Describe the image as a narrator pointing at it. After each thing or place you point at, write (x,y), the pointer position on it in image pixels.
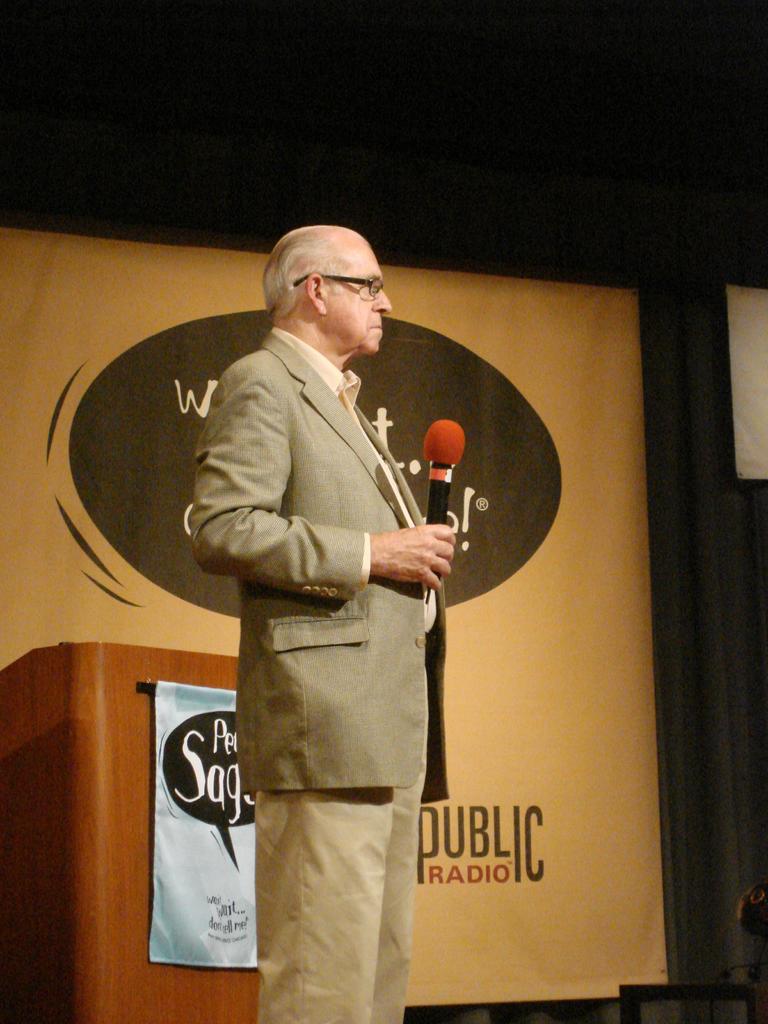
In this picture, In the middle (313,667) there is a old man (274,463) standing and he is holding a microphone (441,498) which is in red and black color, In the left side (142,780) in the background (130,780) there is a table (95,774) which is in brown color and there is a dark color curtain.
